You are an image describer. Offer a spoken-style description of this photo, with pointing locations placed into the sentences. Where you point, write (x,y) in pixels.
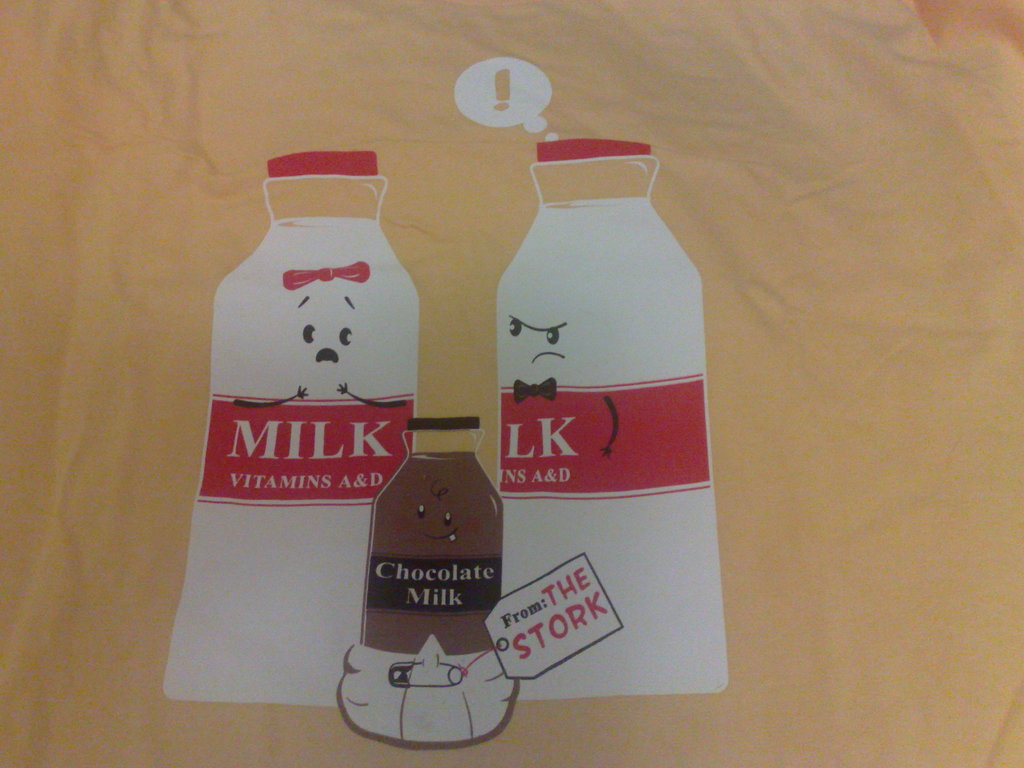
In this image I can see depiction of three bottles (434,634) and on these bottles (264,576) I can see something is written.
